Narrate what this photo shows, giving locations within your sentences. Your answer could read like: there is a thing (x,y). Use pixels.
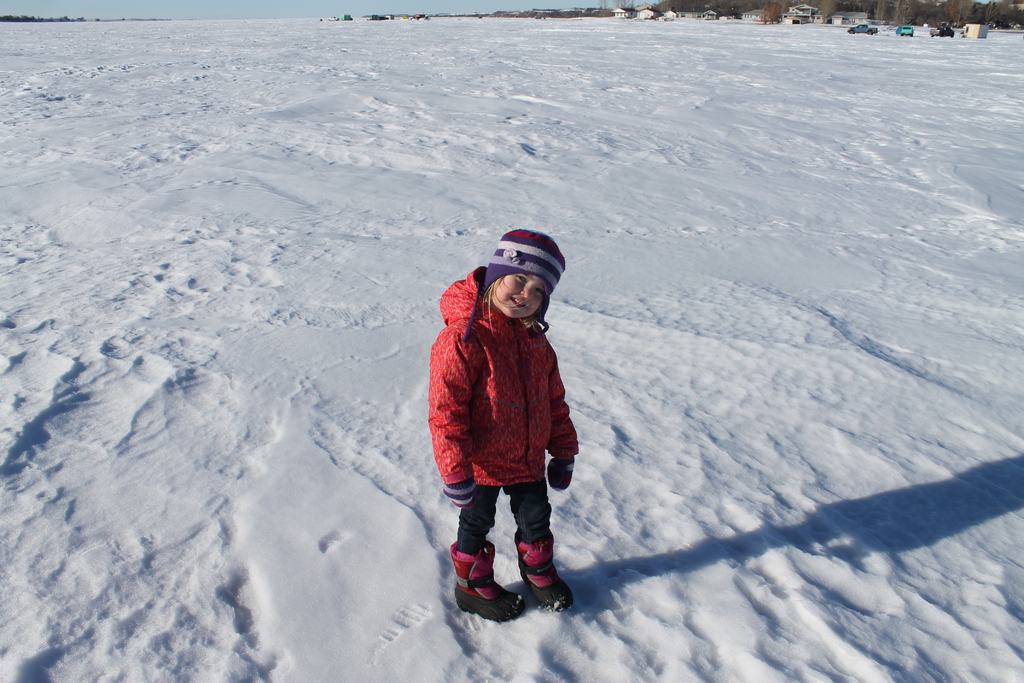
In this image there is a kid (508,291) standing with a smile on his face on the snow surface (569,338), behind the kid (574,446) there are cars (906,33), trees (781,1) and houses (819,20).
